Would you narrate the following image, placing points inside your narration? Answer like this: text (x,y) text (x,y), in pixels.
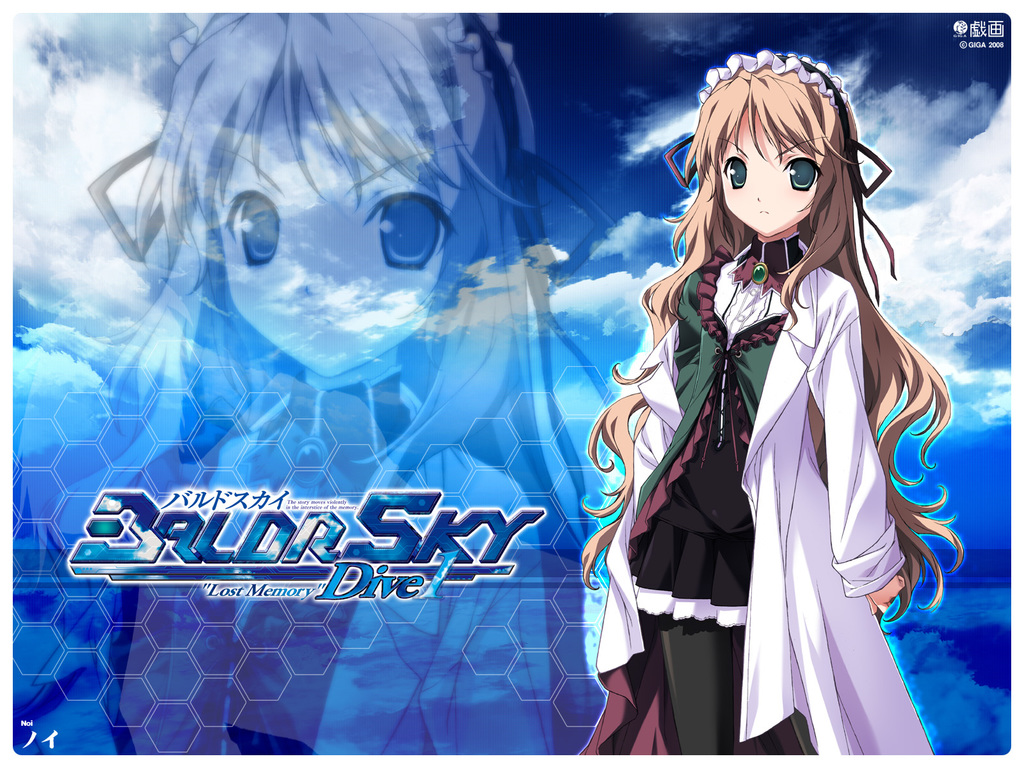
This is an animated picture. Right side (753,198) there is a woman (773,324) standing. Left side (257,541) there is some text (444,514). Behind there is a woman (331,319). Background (52,215) there is sky (533,259) with clouds (986,218).
